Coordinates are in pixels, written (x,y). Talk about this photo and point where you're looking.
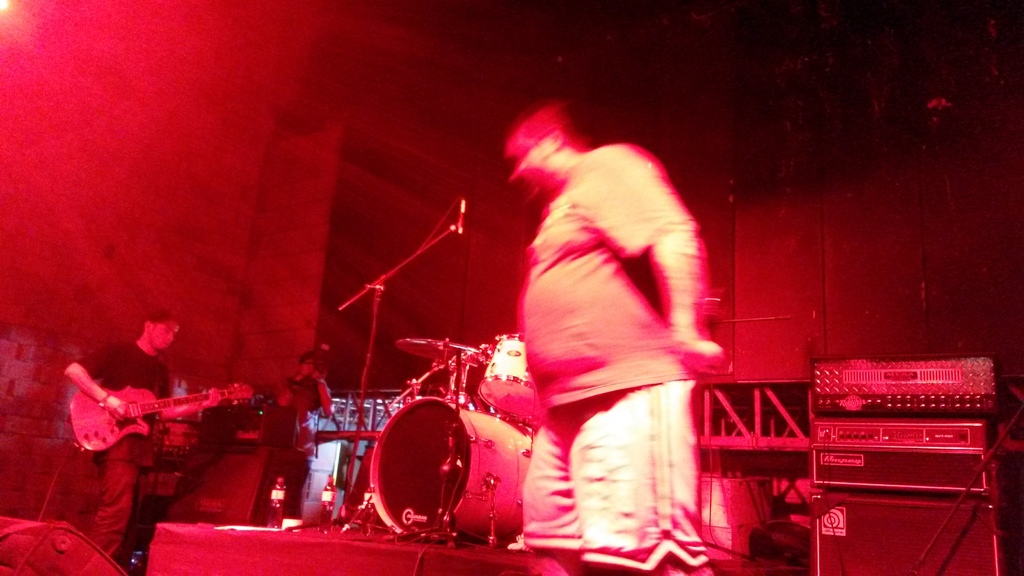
There are three persons (157,416) in this image at the left side (139,407) the man (150,382) is standing and holding a guitar (126,408) in his hand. In the center (612,370) a man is moving There is a musical drum (430,452) on the stage (287,537). In the background (917,462) there is a stage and there are two boxes (926,422) kept on the speaker (884,527).
